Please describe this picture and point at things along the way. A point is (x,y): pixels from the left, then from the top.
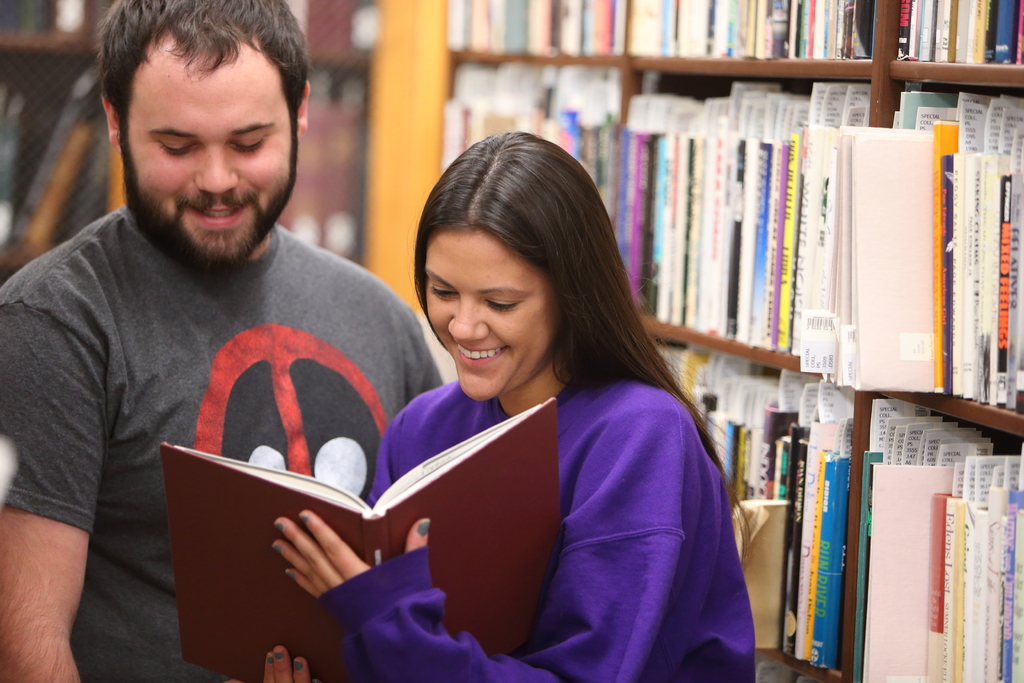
Bottom left side of the image (318,564) two persons (397,606) are standing and smiling and holding a book (503,492). Behind them there is a bookshelf (882,61).
